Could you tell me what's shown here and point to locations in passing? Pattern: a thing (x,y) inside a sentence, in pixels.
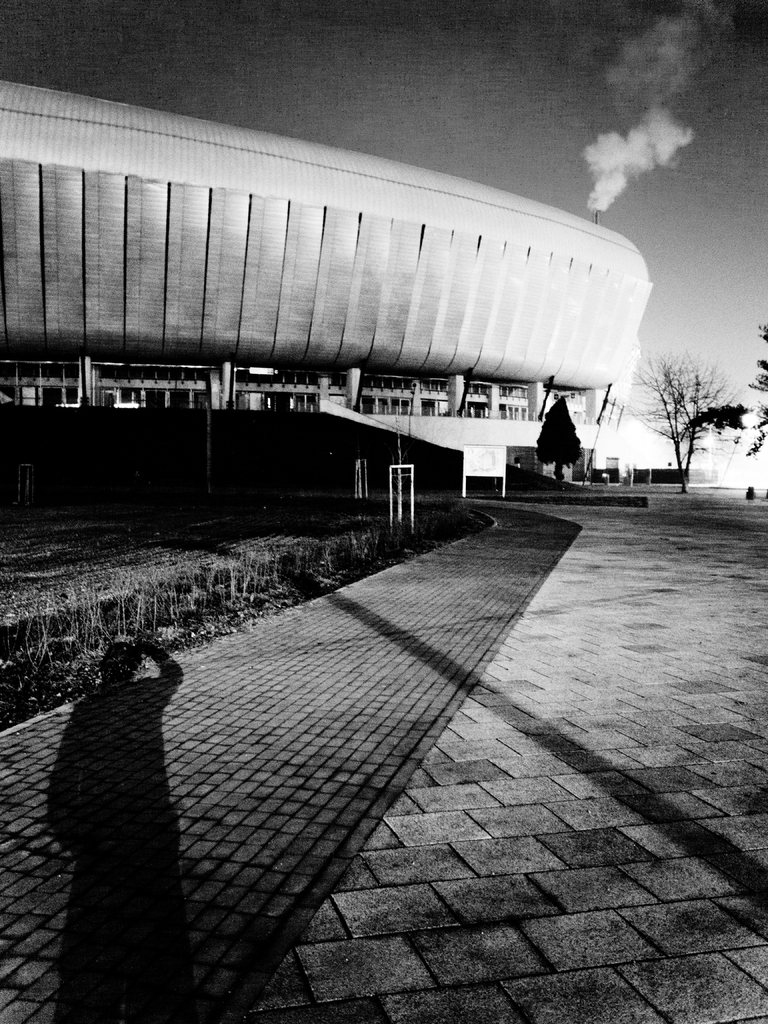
This is a black and white image. In this image we can see a building (342,273). Also there are trees (684,434) and we can see shadow (112,783) of a person (108,833). In the back (661,108) there is smoke (656,94).
